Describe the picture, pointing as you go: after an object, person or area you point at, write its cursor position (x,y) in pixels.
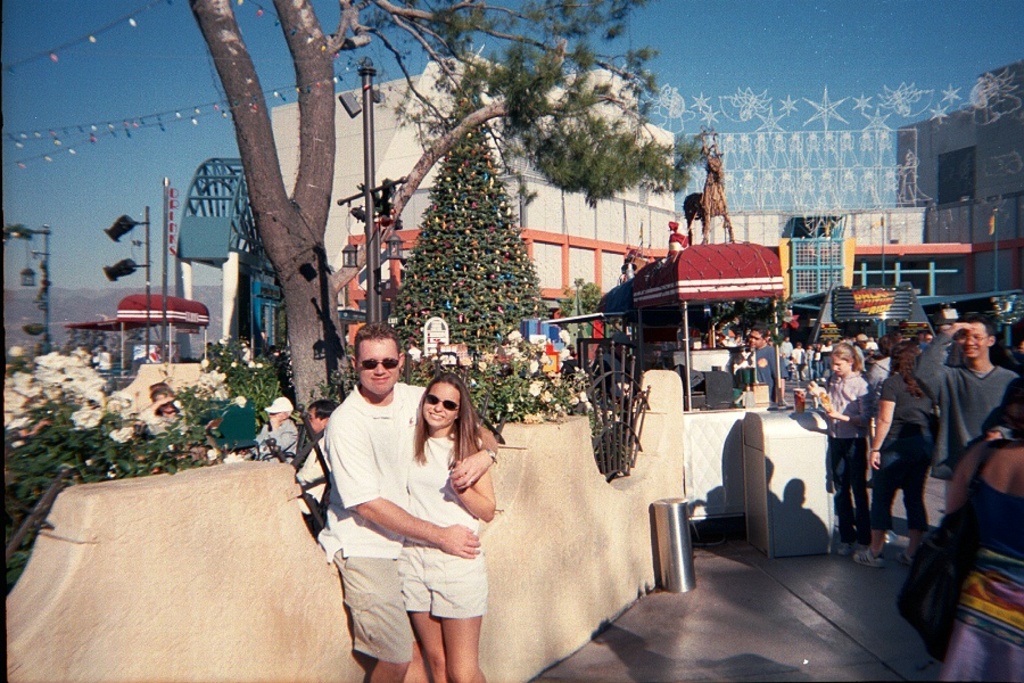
In this image, we can see a group of people (991,531). Here we can see woman (437,465) and man (391,430) are smiling and wore goggles (372,366). Background (46,413) we can see few plants (570,391) with flowers (582,400), trees (481,352), poles (376,273), buildings (541,292), stalls (617,292). Here there is a dustbin (685,575) on the platform (733,615). Top of the image (809,78), there is a sky (811,55).
